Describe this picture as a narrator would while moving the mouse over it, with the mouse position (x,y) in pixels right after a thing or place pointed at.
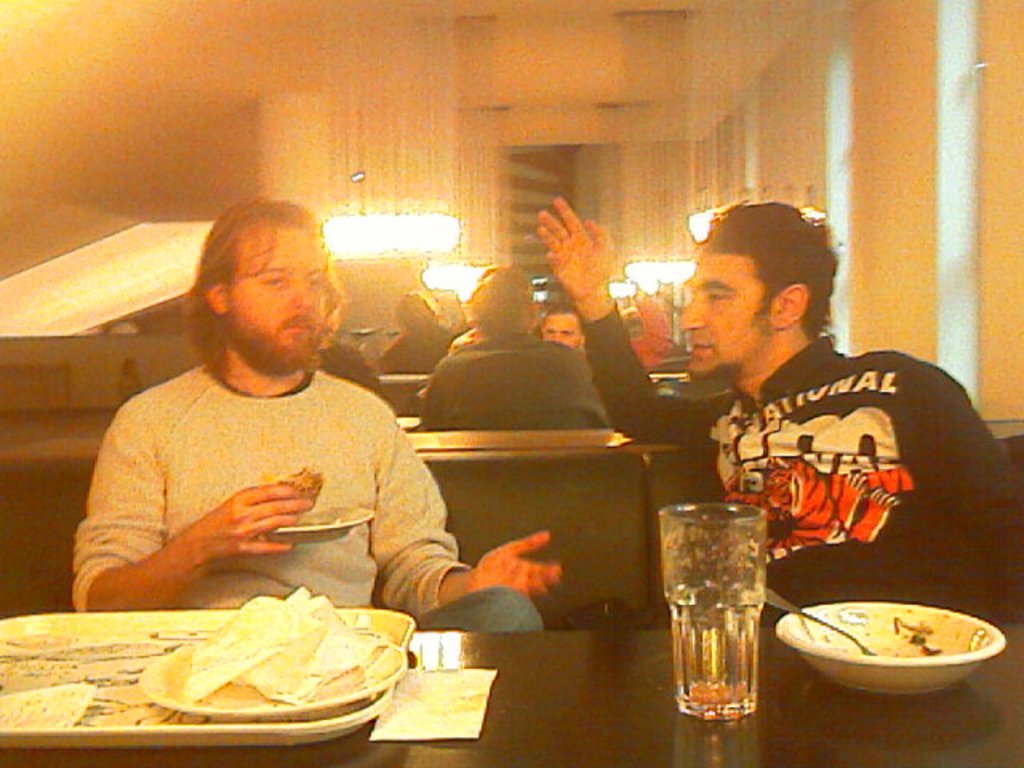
This picture is taken in a restaurant (545,162). Two persons (272,551) were sitting in a sofa (645,544) in front of a table (445,735). The person (824,532) towards the right (866,355), he is wearing a black T shirt (783,467) and talking. The person (207,412) towards the left (245,405), he is wearing a cream T shirt (400,541) and holding food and plate (307,521). On the table (822,716) there were bowls (865,625), spoon (788,601), glass (742,568), tray (70,647), food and paper (403,716). In the background (435,371) there were some people (474,341) sitting in sofas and lights (438,279) behind them.
